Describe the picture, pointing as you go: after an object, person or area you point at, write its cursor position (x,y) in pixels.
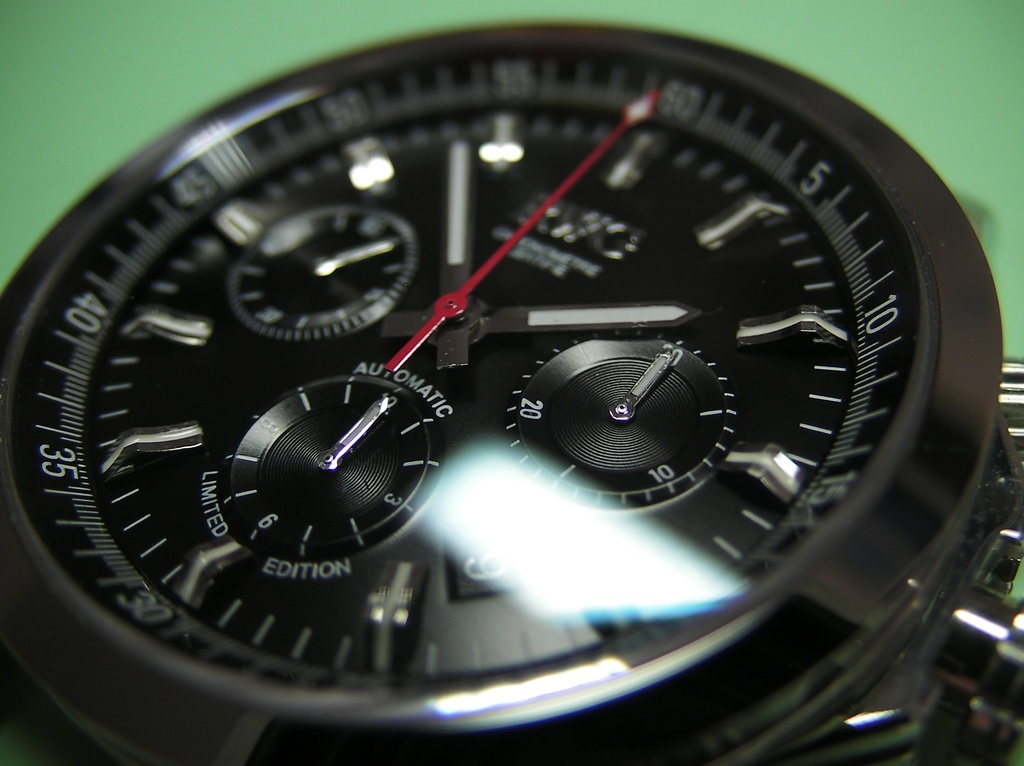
In this image there is a black color watch (185,156), the background (925,18) is green.
